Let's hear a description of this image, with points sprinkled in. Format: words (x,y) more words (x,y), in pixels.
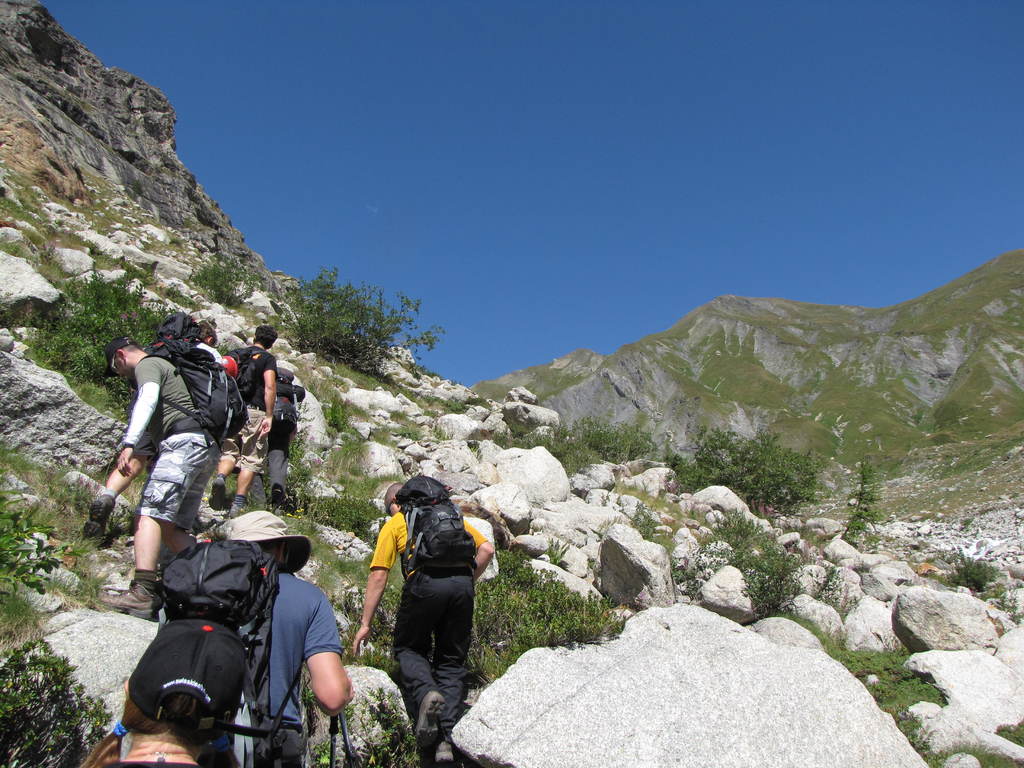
In this picture I can see few people (219,502) wearing backpacks (188,427) and climbing hill (146,214). I can see few plants (731,522), rocks (659,623) and a blue sky (486,136).
